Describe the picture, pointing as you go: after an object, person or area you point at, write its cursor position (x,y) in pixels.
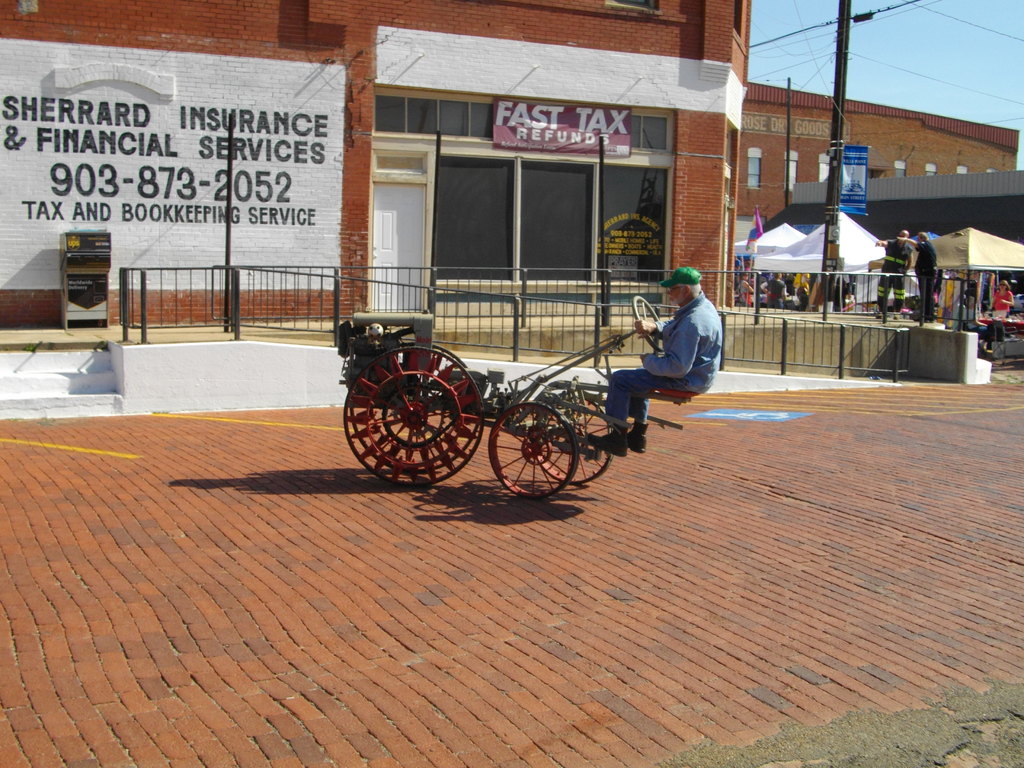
In the center of the image (679,351), we can see a person (688,339) sitting on the cart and in the background (538,151), there are buildings (637,157), poles (789,132), boards (120,170), stands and we can see railings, banners (859,154) and a flag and some other people (928,271) and there are wires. At the bottom (495,589), there is road (550,566) and at the top (930,59), there is sky (921,65).
